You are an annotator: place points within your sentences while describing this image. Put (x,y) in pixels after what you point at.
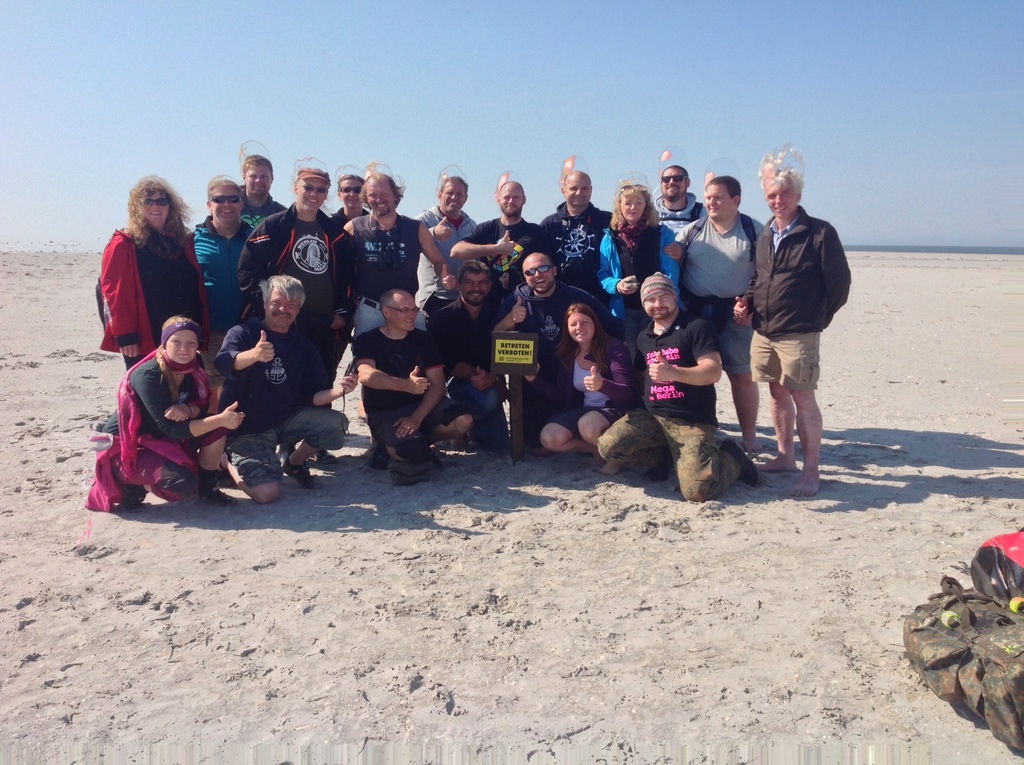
In this image we can see there are a few people (534,308) sitting on the sand (589,454) and few people (236,261) standing. And there is a board (505,351) and an object (975,575). At the top (423,89) there is the sky (404,90).
